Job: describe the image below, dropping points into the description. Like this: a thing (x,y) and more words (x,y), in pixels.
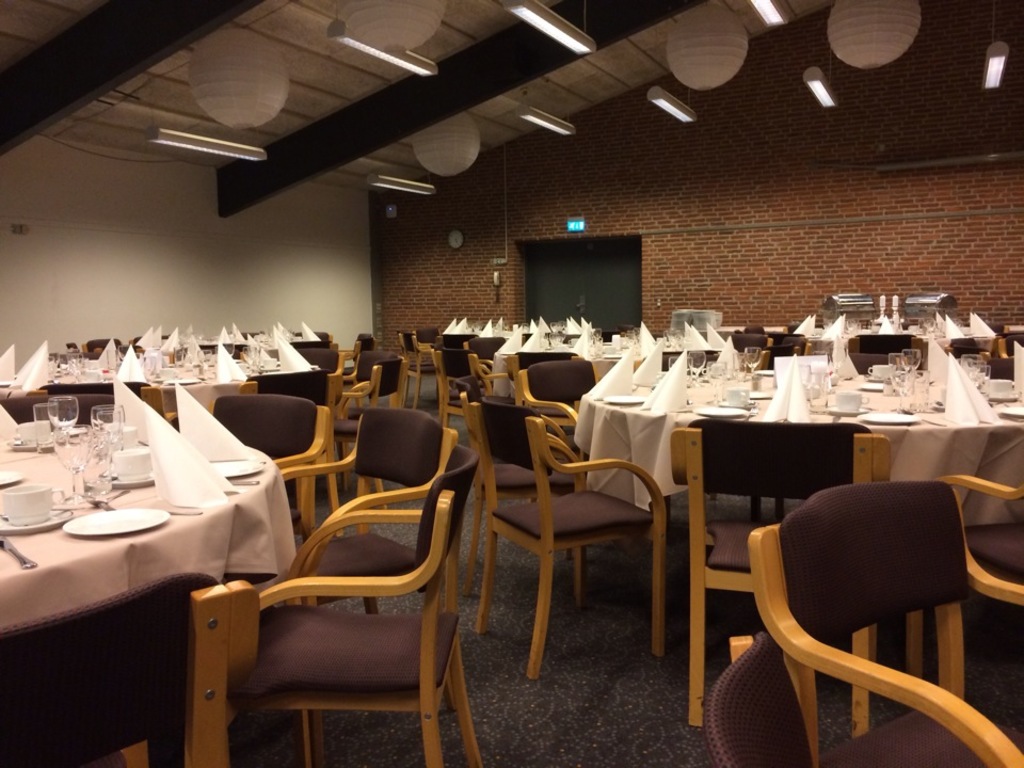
In this picture we can see the inside view of the hotel (17,284). In that we can see many tables (877,393) and chairs (563,535). On the right table (988,471) we can see the plates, glasses (972,372), cup (1002,392), saucer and other objects (615,386). In the background (562,285) wall clock (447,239) near to the exit door (611,279). At the top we can see the tube lights (392,66) which is hanging from the roof (505,76).
